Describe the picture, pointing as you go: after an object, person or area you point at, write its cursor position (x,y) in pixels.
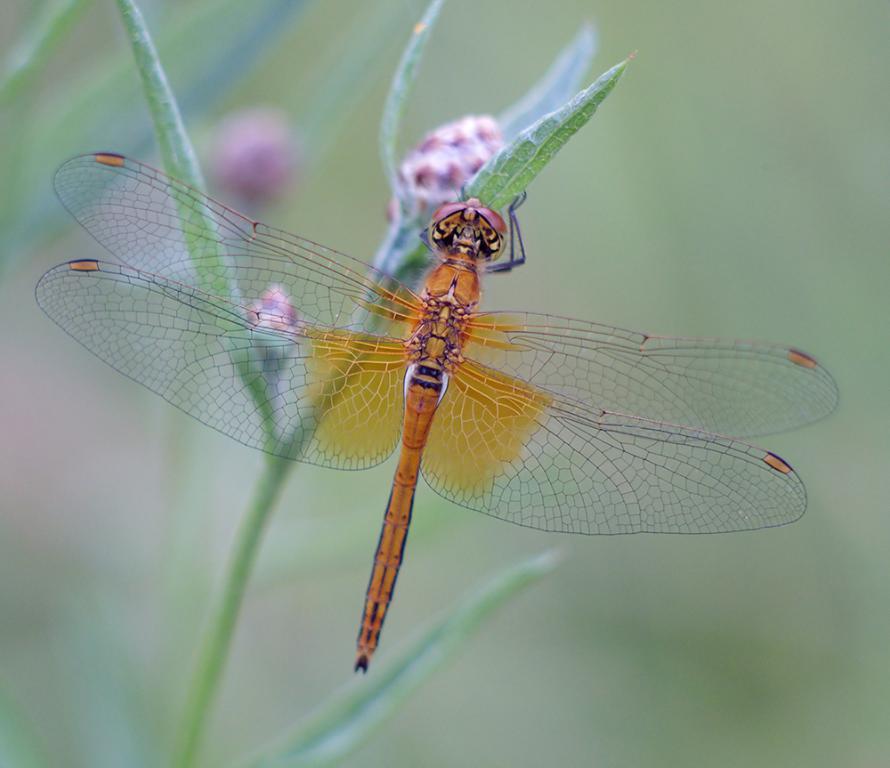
This image is taken outdoors. In this image the background (163,616) is blurred. In the middle of the image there is a plant (234,617) with leaves (376,692), stems (253,511), buds (274,173) and flowers (460,185). In the middle of the image (317,313) there is a dragonfly (419,355) on the leaf (464,195).
